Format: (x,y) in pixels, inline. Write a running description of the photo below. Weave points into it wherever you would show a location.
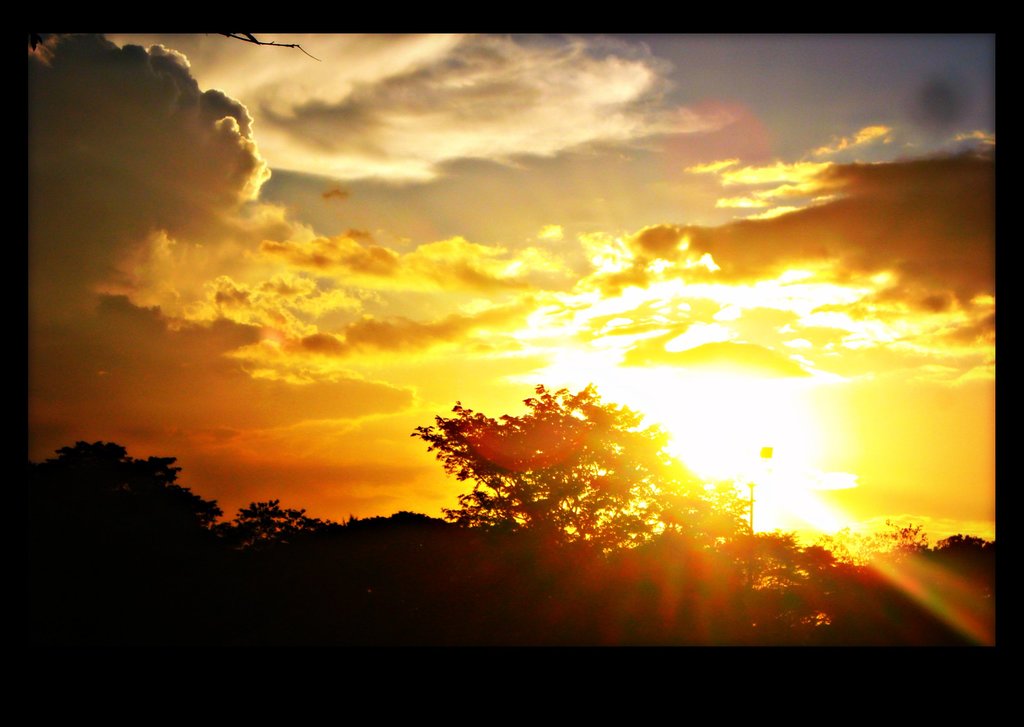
In this image there are trees (695,630) at the ground (695,630) also there are clouds (920,208) and sun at the sky (120,232).
